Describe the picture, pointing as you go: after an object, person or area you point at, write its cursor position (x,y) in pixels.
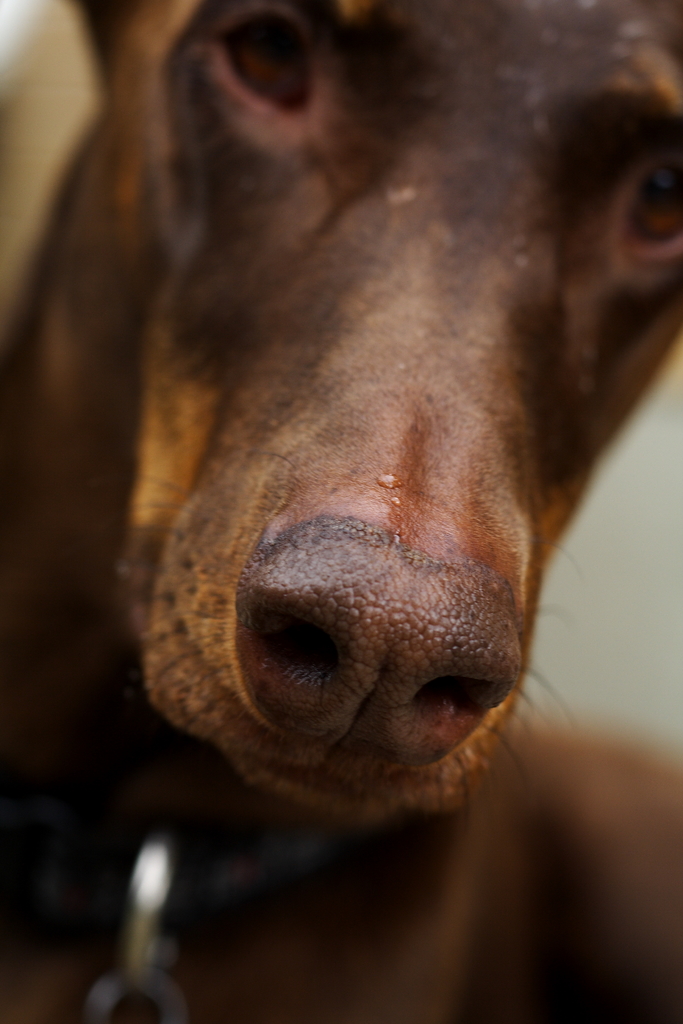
In this image we can see a dog (517,364) in brown color.
